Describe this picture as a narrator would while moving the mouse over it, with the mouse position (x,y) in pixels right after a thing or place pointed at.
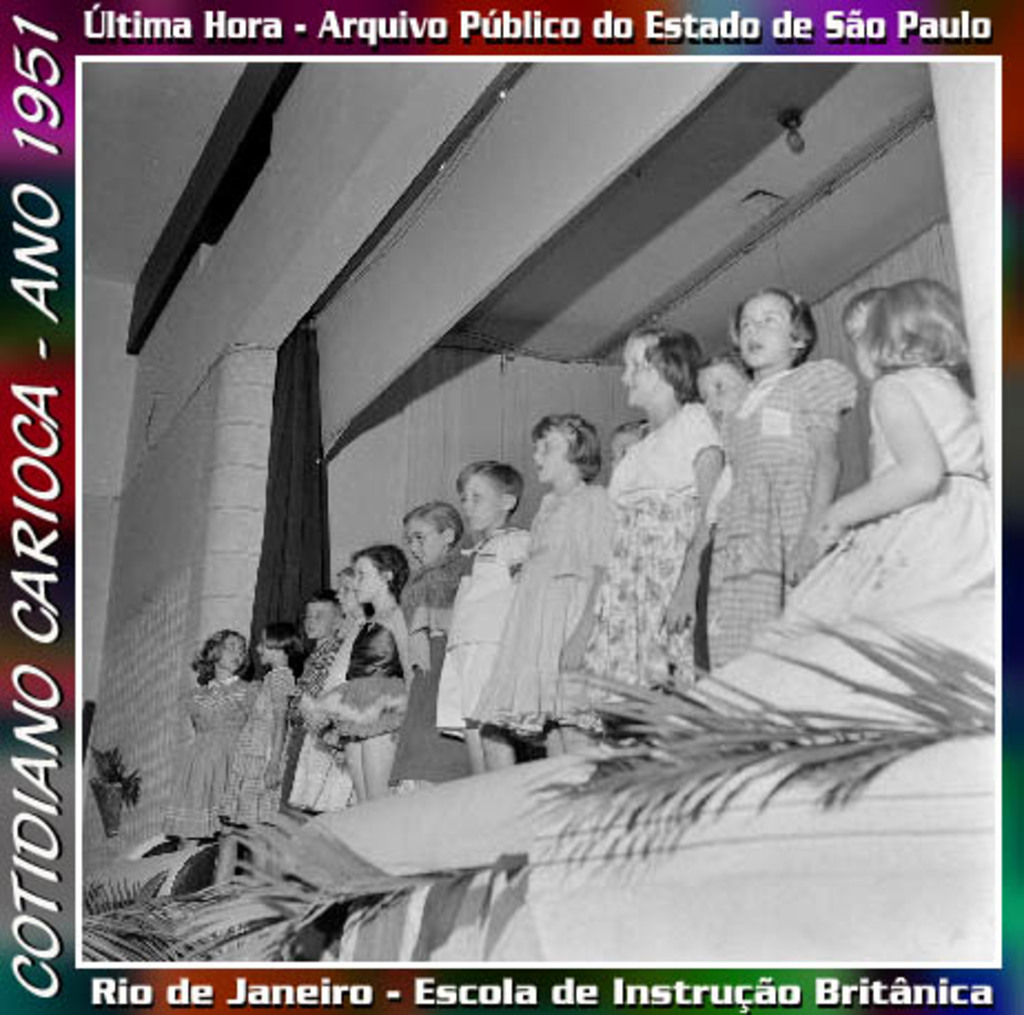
This is an edited image. In this picture, we see children (523,677) standing on the stage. I think they are singing the song. Beside them, we see a curtain (292,476) in black color. Beside that, we see a wall (213,309) in white color. This is a black and white picture. At the bottom of the picture (224,920), we see plants (274,920). On three sides of the picture, we see some text (26,86) written.
